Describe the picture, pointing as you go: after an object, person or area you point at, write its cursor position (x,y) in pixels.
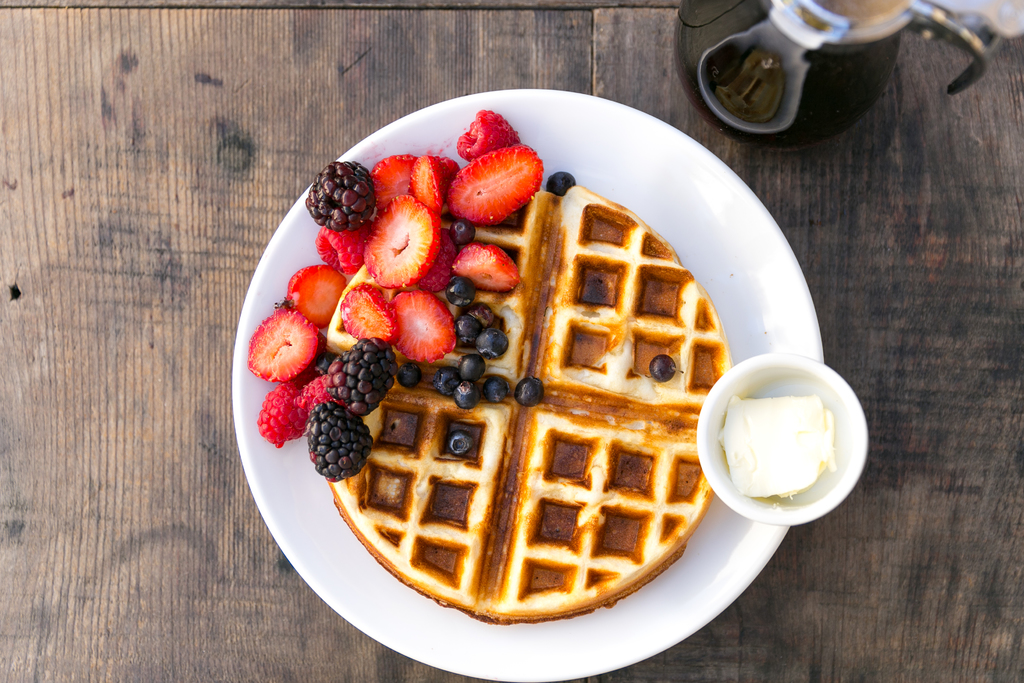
In this image I can see fruits (466,278), bowl (714,419) and some food items (556,242) in a plate (474,323) kept on the table (946,297) and a kettle (762,116). This image is taken may be during a day.
